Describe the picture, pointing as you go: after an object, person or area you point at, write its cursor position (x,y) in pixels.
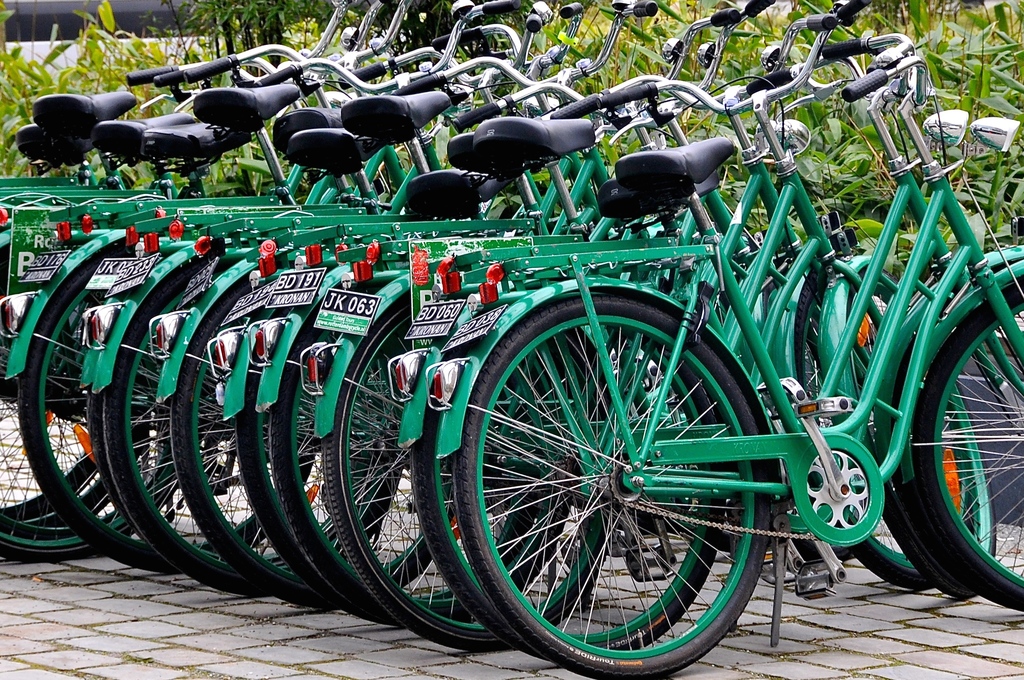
In this image there are bicycles (40,301) on the floor (346,653). Background (1008,174) there are plants (963,191) having leaves (840,180).
